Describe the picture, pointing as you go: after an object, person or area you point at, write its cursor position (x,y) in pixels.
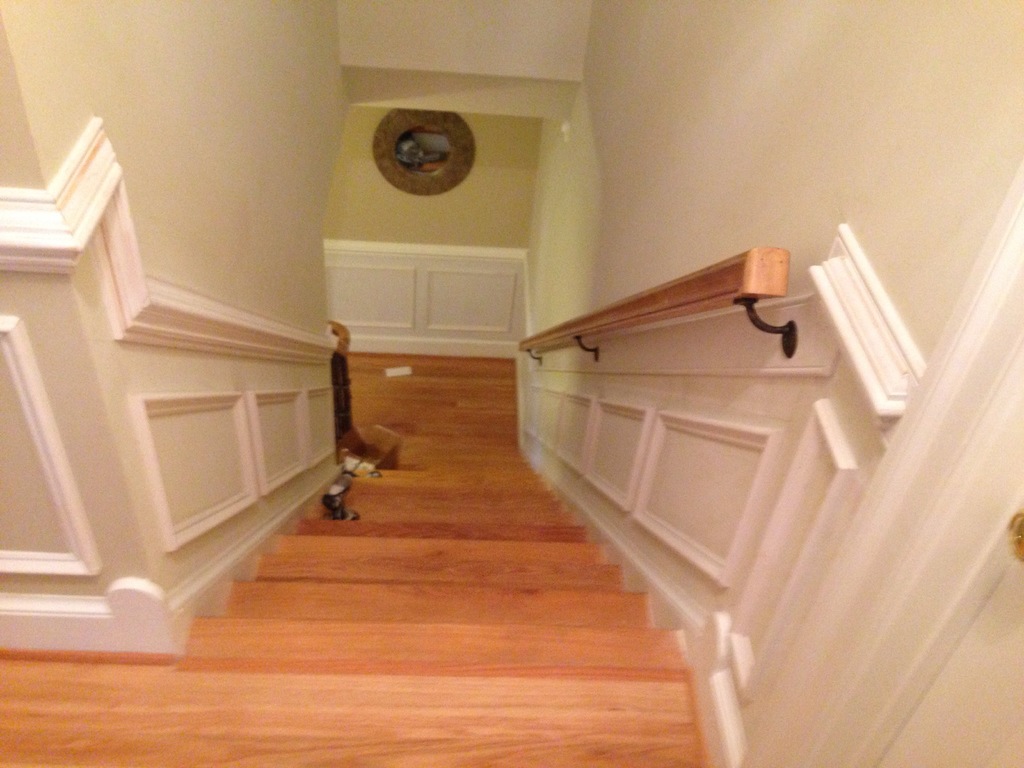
In this image I can see stairs (400,495) in the centre (361,455) and on it I can see few stuffs (383,439).
